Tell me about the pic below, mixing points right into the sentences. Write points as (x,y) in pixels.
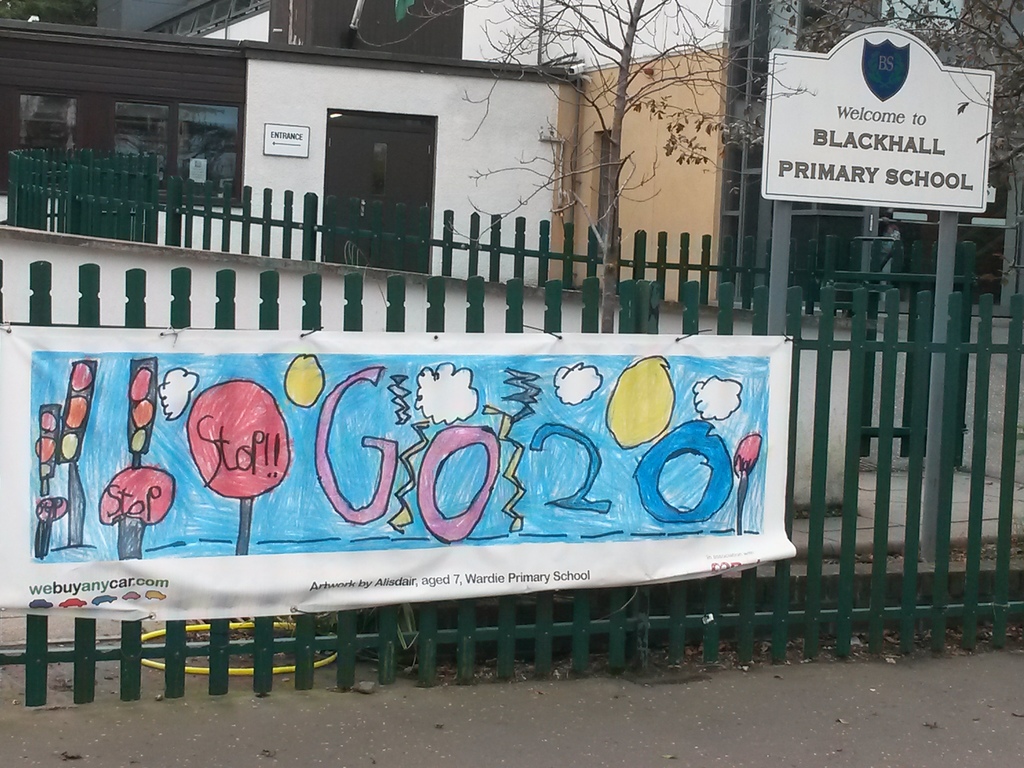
In the picture I can see a banner (489,418) attached to the fence (819,475). I can also see something written on it. In the background (823,209) I can see a board (832,198), a building (725,161), trees (613,164) and some other objects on the ground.
